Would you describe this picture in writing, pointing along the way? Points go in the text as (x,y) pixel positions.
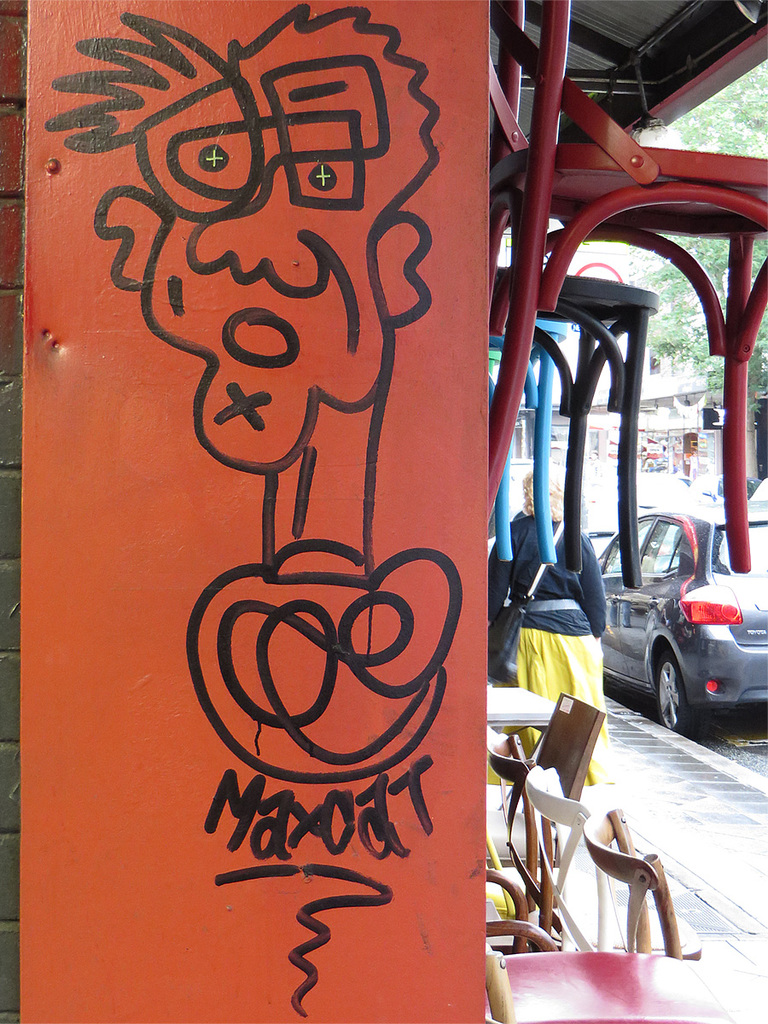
In the image we can see there is a woman (562,633) who is standing on the footpath (641,787) and the car (690,650) is parked on the road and in front (232,67) there is a drawing (309,234) of a man (363,607).
